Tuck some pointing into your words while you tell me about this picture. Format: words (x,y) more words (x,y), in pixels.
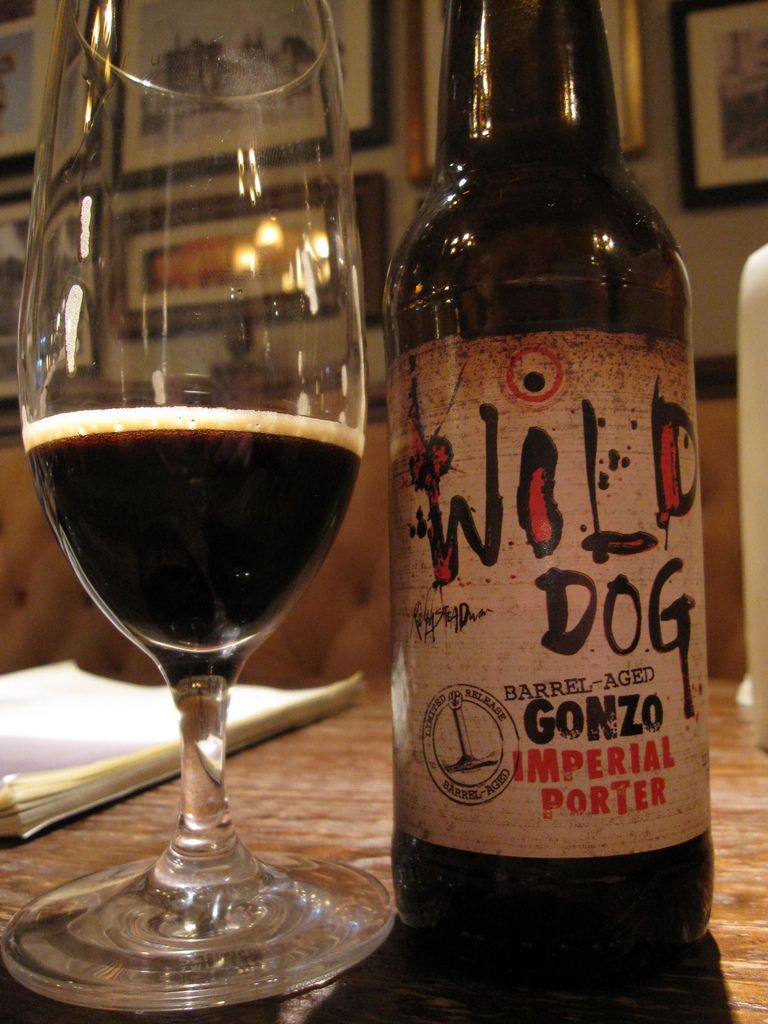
As we can see in the image there is a bottle (515,812), glass (197,641) and a book (31,757) on table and behind these there are photo frames (689,79).
